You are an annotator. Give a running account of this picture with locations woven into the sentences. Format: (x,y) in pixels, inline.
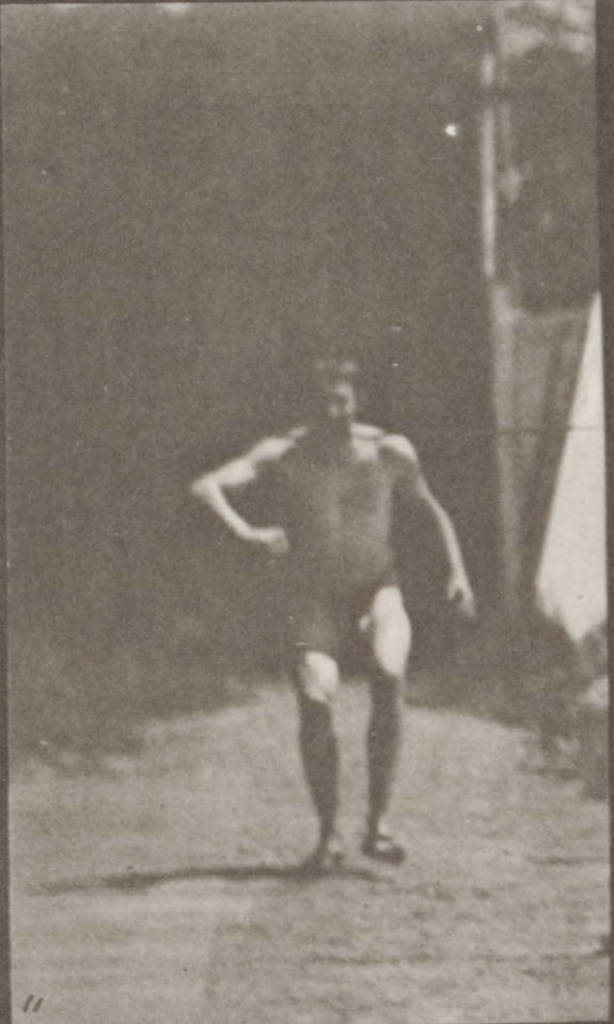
This is a black and white image, in the image there is a person (331,610), behind the person (342,416) there is a wall (16,611).
